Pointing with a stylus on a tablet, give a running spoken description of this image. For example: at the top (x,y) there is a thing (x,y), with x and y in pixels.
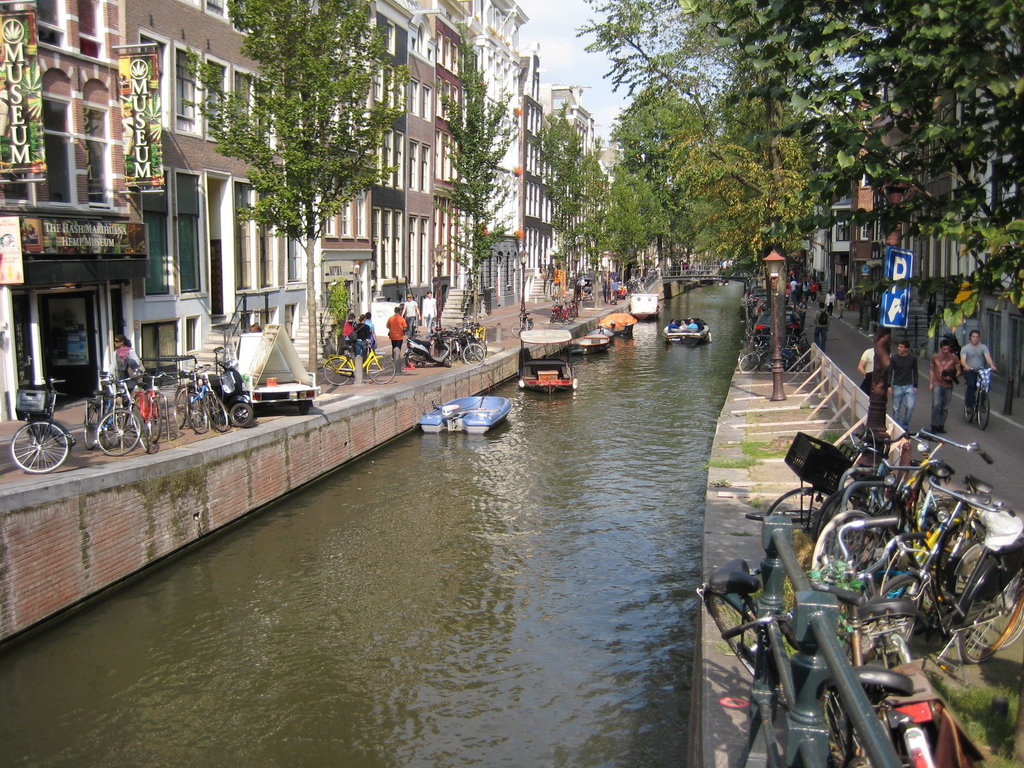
In this image we can see the buildings (121,39), trees (666,196), banners (14,160), light poles (525,305) and also the vehicles (232,367). We can also see the bicycles (556,309) parked on the path (944,678). We can also see the grass (967,705) and also the boats (569,368) on the surface of the water (630,556). We can also see the people (980,359), road (1010,472), stairs (445,312) and also the sky (555,69).
